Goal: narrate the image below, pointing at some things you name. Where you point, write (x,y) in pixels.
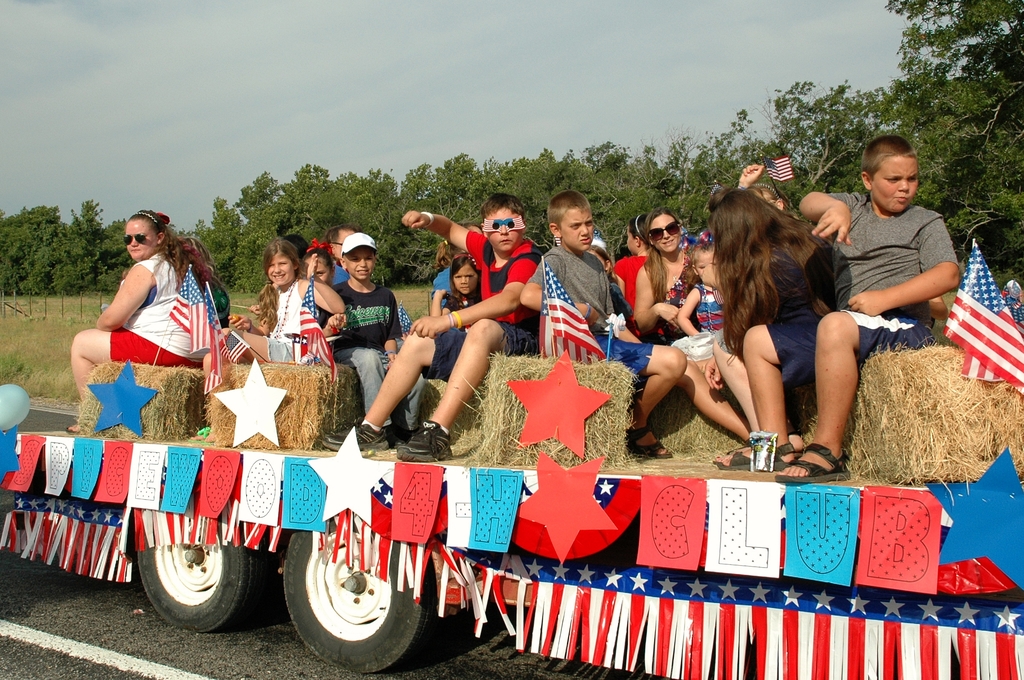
In the foreground of the picture (223,323) there is a vehicle (817,487), on the vehicle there are people (296,296), flags (307,346), ribbons (792,677), papers (291,492), stars (366,477), dry grass (202,384). In the center of the picture (407,258) there are fields (90,306), fencing (4,306) and trees (586,172). Sky (455,109) is cloudy.
